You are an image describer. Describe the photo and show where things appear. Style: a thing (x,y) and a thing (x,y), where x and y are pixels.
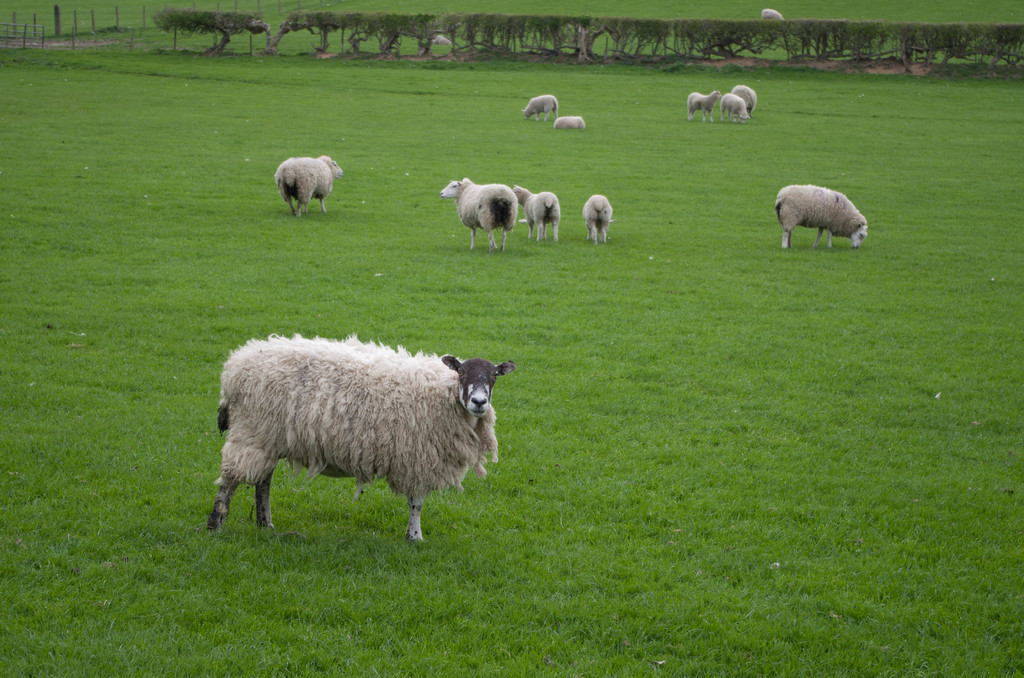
In this image I can see an open grass ground (504,308) and on it I can see number of white colour sheep (589,237). In the background (178,11) I can see few trees (172,23) and number of poles (93,19).
